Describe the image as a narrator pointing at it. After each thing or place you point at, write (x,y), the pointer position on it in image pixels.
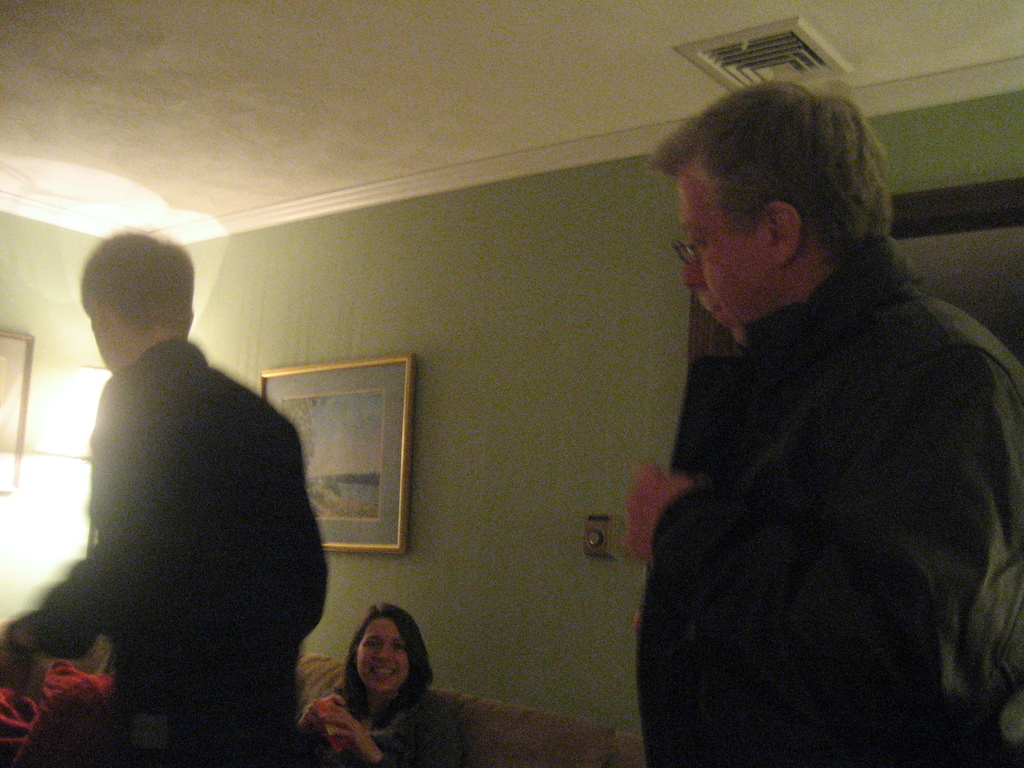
In this picture we can observe three members (366,685). Two of them were men (253,647) and the other was a woman (371,683) sitting in the sofa (531,749). She is smiling. We can observe a photo frame (372,449) fixed to the green color wall (461,388). On the left side (83,404) we can observe a lamp (55,443).
